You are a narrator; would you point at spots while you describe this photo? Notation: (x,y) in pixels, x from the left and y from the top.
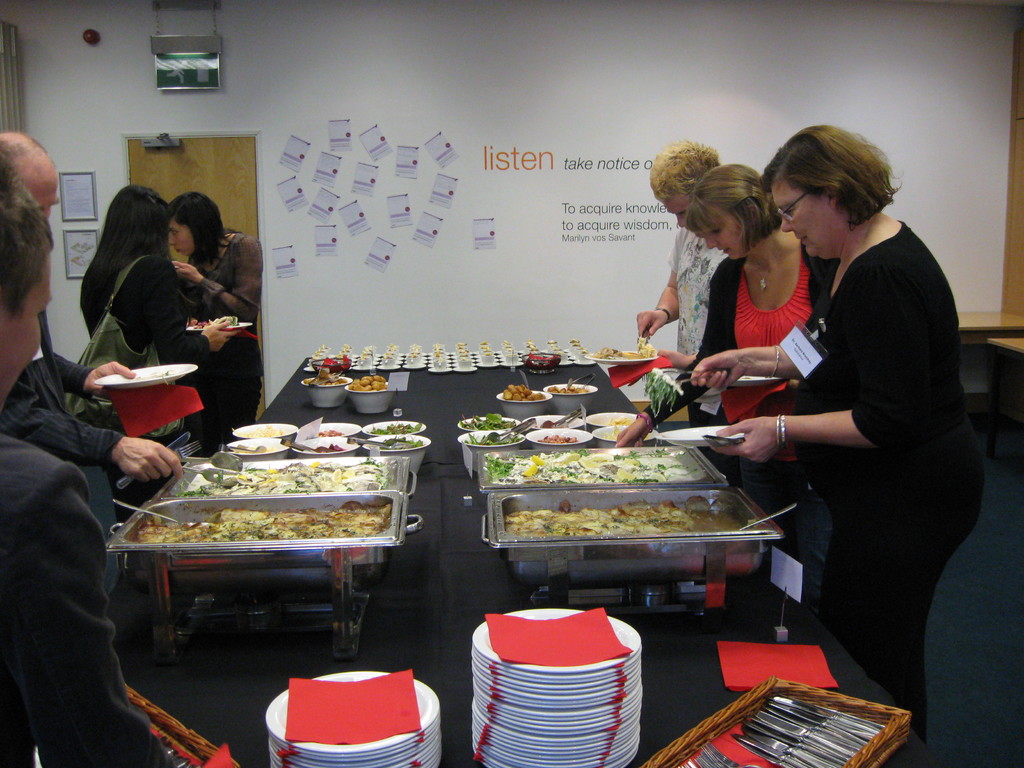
At the bottom of the image (126,652) there is a table (555,373). On the table (622,397) there are trays (395,534) and bowls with food items (652,454). And also on the table (716,688) there are plates (547,618), tissues (811,676), basket (692,752) with knives (851,745) and many other items (332,366). In the image there are few people (4,435) standing and holding plates (706,430) and some other items (172,395) in their hands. Behind them there is a wall (412,98) with frames (69,267), door (175,160), papers (443,148) and something is written on the wall (196,92). Above the door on the wall (164,25) there is a sign board (171,45). On the right side of the image (973,325) there are tables (973,325).
